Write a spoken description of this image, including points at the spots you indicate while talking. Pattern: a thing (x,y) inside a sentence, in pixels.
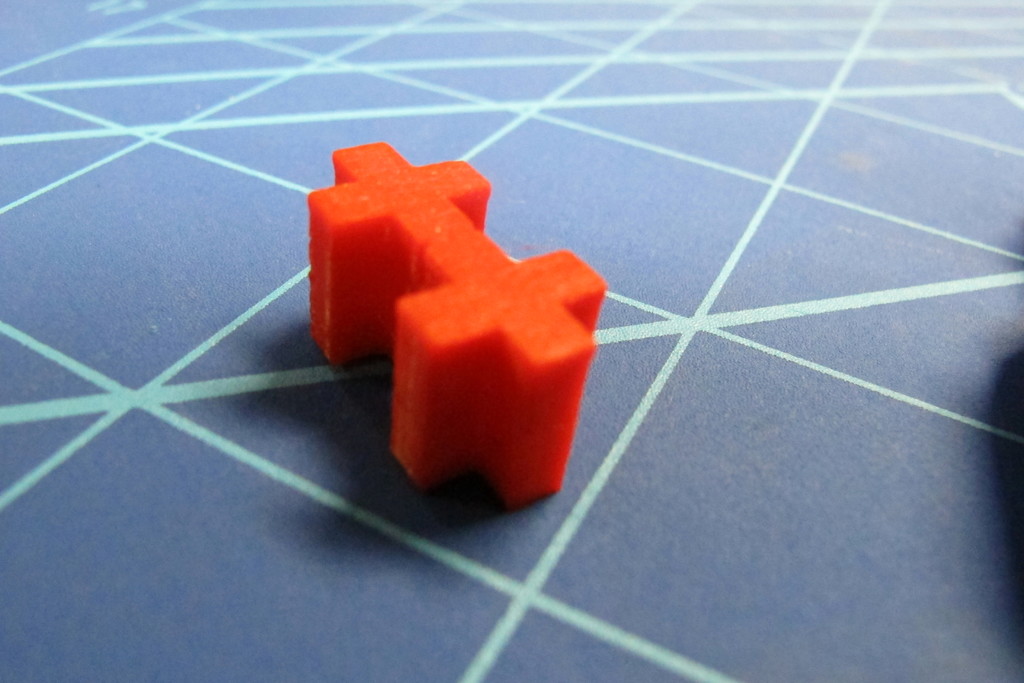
In this image we can see blue color floor (232,630) on which a orange color plus symbol object (471,286) is there.
